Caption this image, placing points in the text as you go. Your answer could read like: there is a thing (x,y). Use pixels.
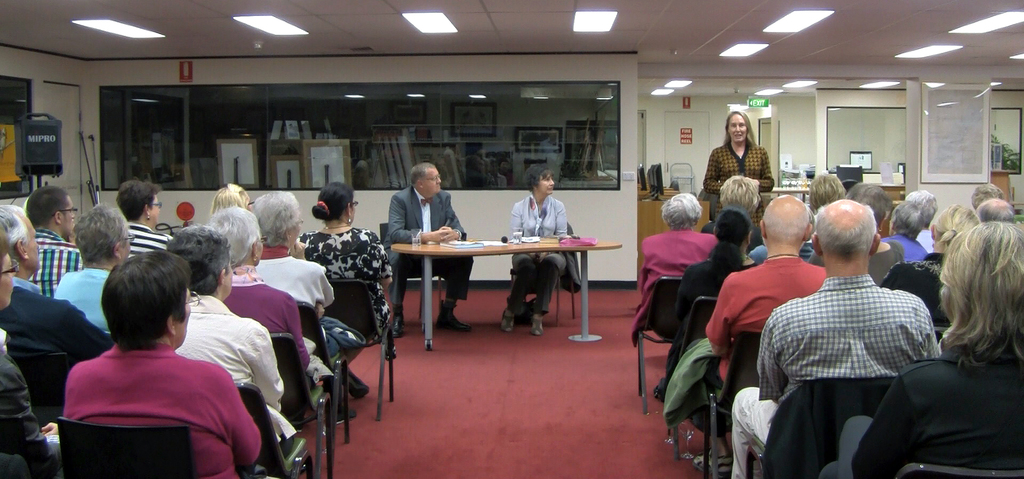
In this image people (359,278) are sitting at the left side of the image (152,217) in chairs (361,295) and few people (957,444) are sitting at the right side of the image (727,340) in chairs (745,351). Two persons (396,229) are sitting at the middle of image (397,215). There is a table (585,335) in front of them having glass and papers (524,238) on it. A woman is standing at the right side of the image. Few lights (658,92) are there at the top of the roof (484,13). There are few system monitors (859,157) at the back of the persons (689,200).
